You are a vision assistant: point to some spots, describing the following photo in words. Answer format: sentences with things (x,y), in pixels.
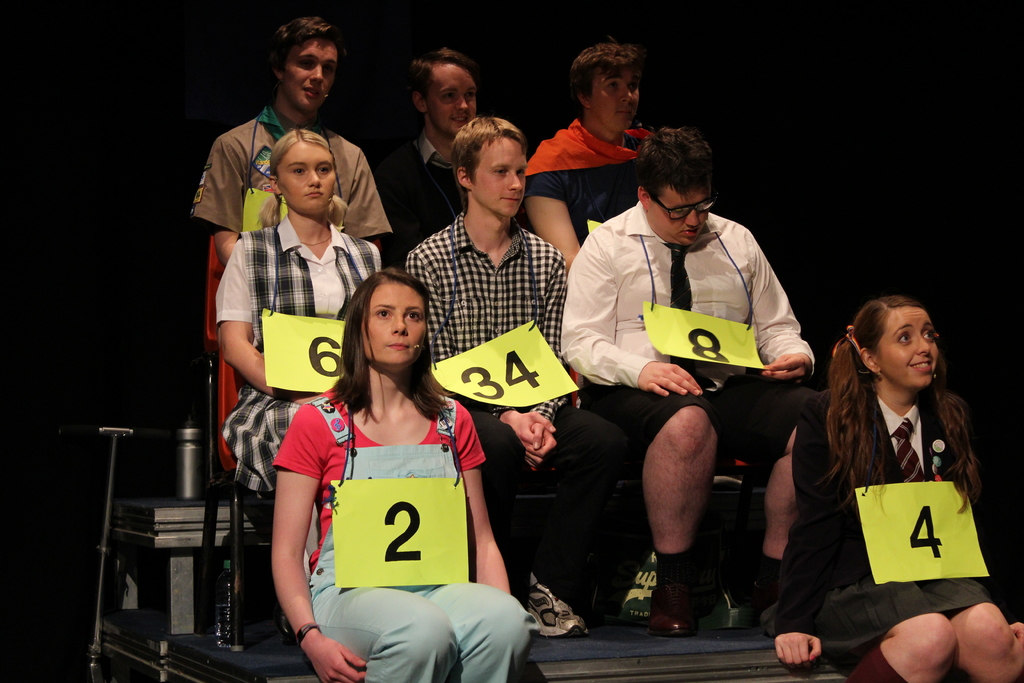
In this picture there are two women (937,467) who are sitting on the bench (842,677). Behind them there are three persons (445,352) were sitting on the chairs (737,487). Behind them there are three men (613,117) who are sitting on the tier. On the stage (168,501) I can see the stick (109,471) and can (193,464). In the background (940,144) I can see the darkness (926,149).
